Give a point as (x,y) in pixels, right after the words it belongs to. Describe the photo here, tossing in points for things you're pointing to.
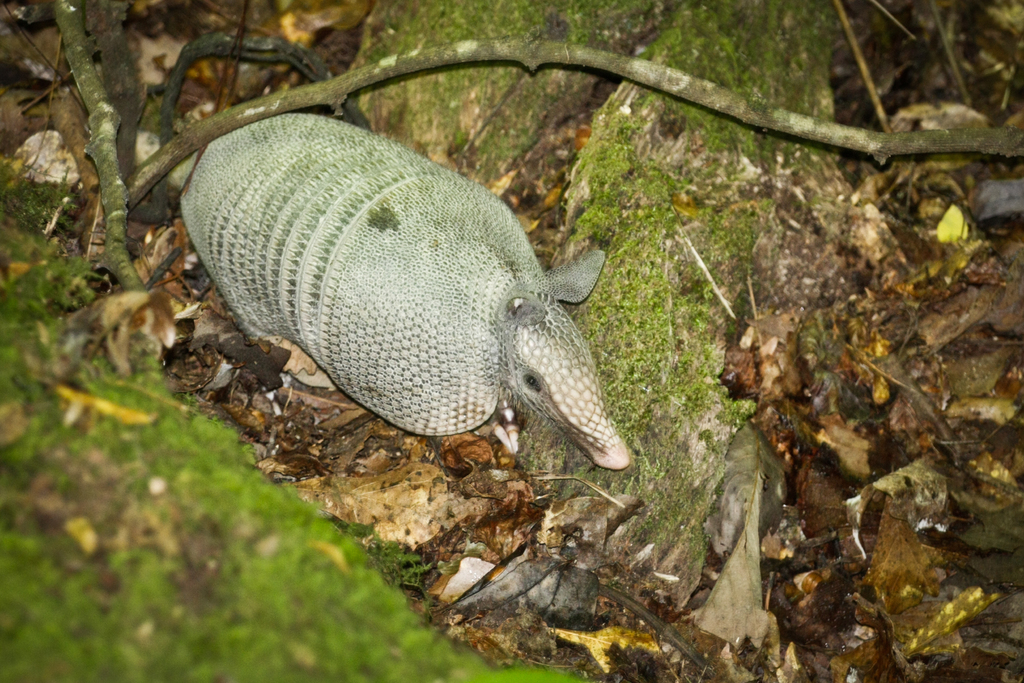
In this image we can see a animal (527,343) on the ground (263,398). At the bottom of the image (571,542) there are dry leaves (569,559) and barks (110,186).
